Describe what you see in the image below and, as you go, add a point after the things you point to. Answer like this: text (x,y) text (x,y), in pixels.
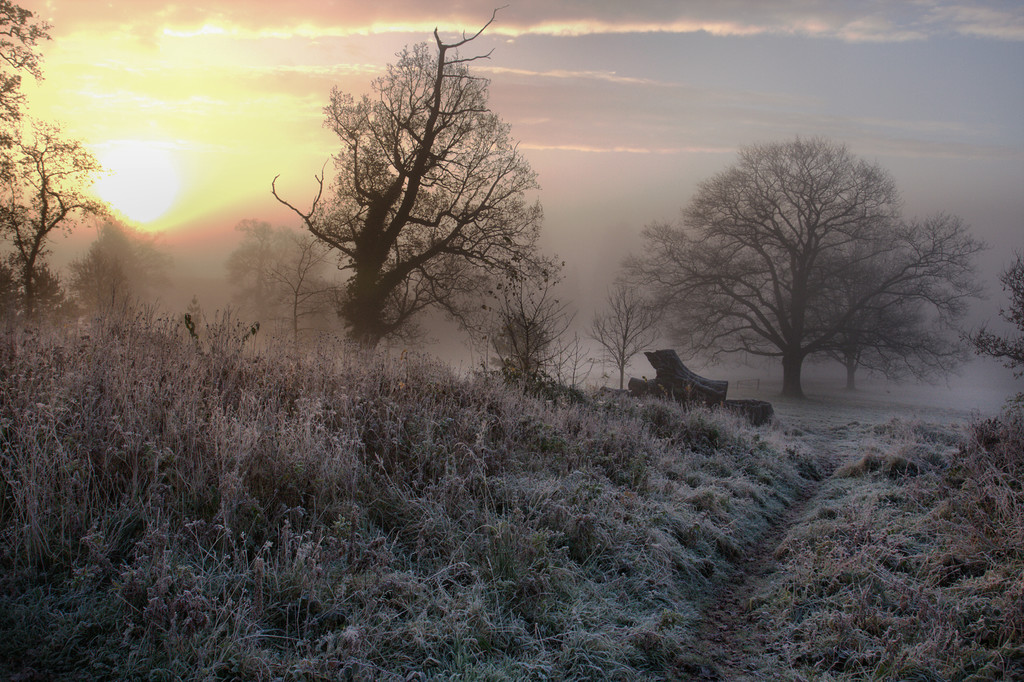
In this image I can see some grass (753,535), few plants (241,448), few wooden logs (676,380) and few trees (678,303). In the background (71,217) I can see the sky (521,104) and the sun (124,219).
